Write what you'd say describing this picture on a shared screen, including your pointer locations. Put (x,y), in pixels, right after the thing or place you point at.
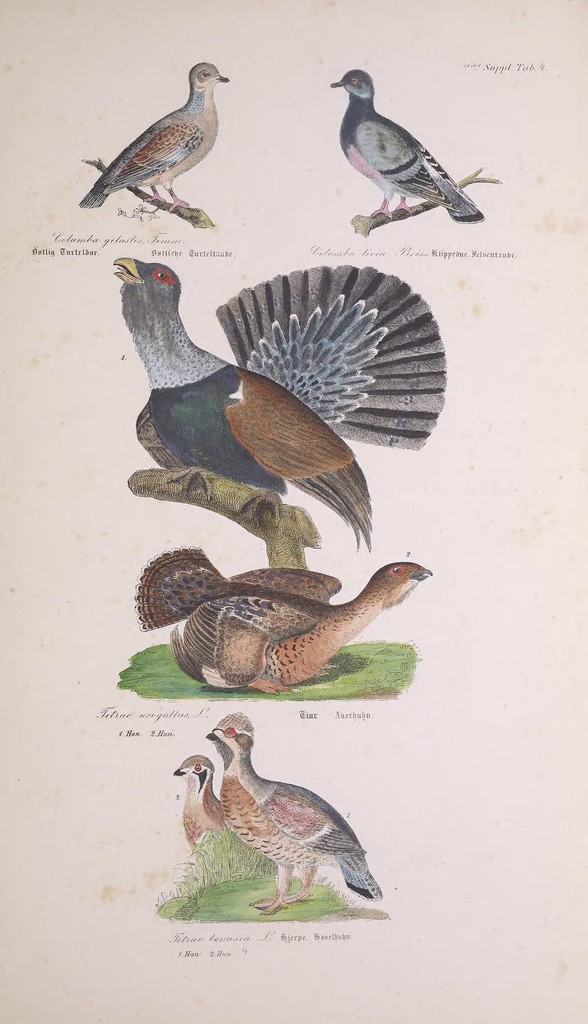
The picture looks like it is a page (106,714) in a book (499,269). On the page (206,420) we can see different birds (313,388) and text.
